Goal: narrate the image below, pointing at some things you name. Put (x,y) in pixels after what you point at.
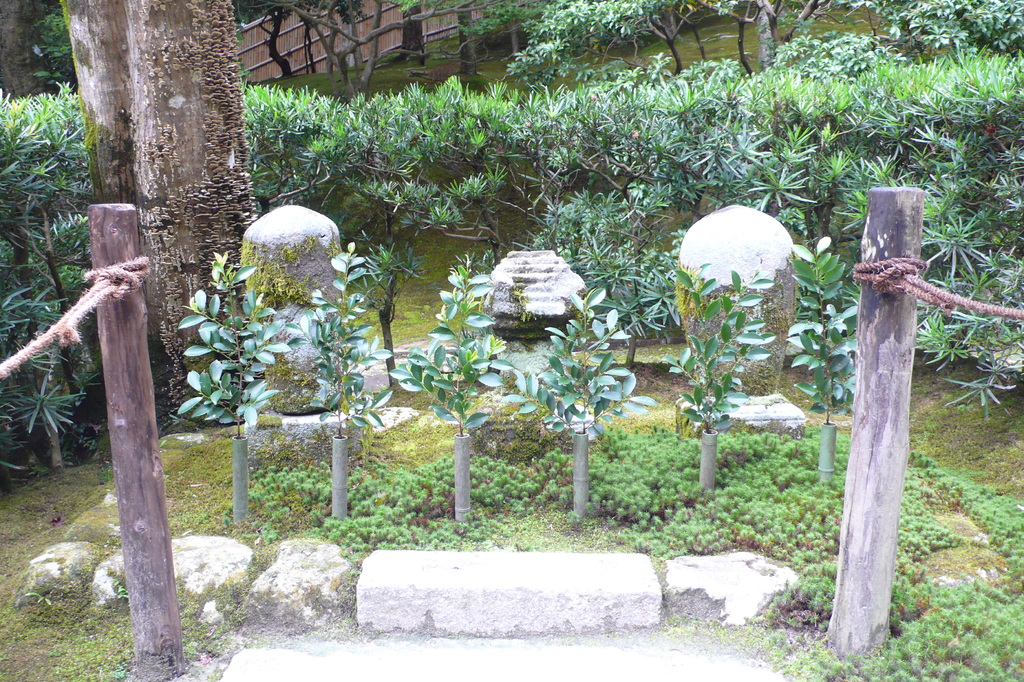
On the left side (159,617), there is a pole (108,238) which is tied with a thread (100,276) near rocks (237,567) arranged for the plants (852,377) and poles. On the right side (874,583), there is another wooden pole (908,359) which is tied with thread (859,279) near plants (984,606). In the background (596,184), there is a tree (184,177), there are plants (763,131), there is grass (483,79) on the ground (486,67), there are trees (221,27) and there is wall (384,37).
